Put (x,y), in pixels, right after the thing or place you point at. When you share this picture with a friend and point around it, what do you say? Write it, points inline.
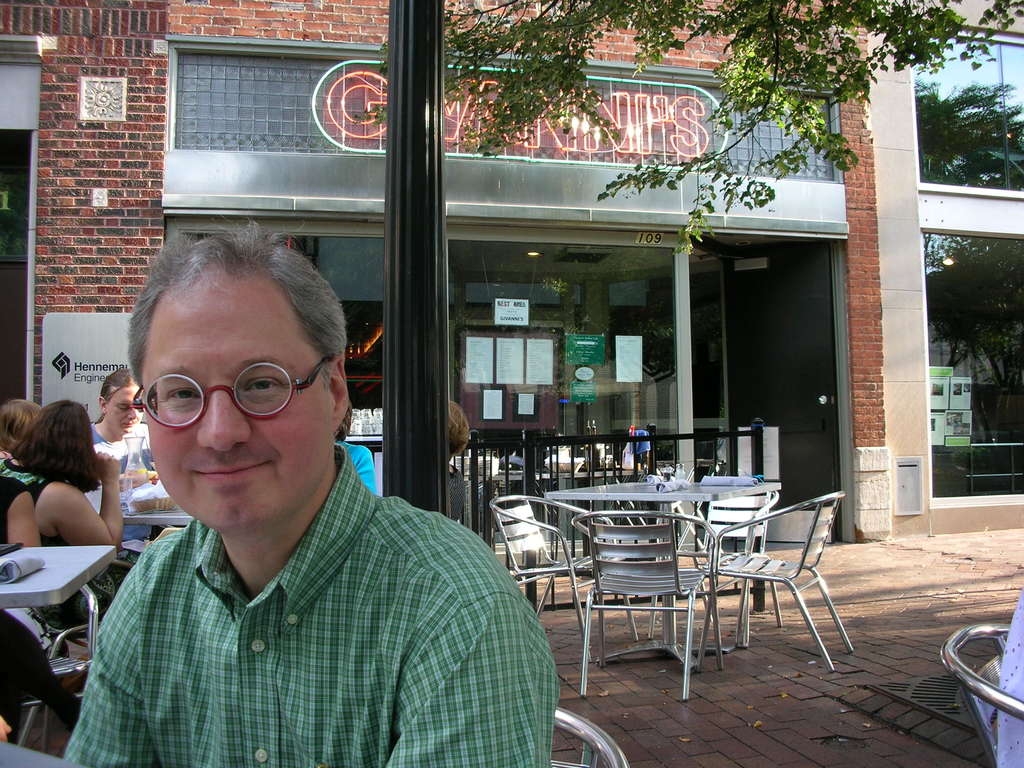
In this image I can see few people (303,483) are sitting on chairs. Here I can see he is wearing a specs (291,400) and also smile on his face (237,456). In the background (695,604) I can see few more chairs (527,500) and tables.
